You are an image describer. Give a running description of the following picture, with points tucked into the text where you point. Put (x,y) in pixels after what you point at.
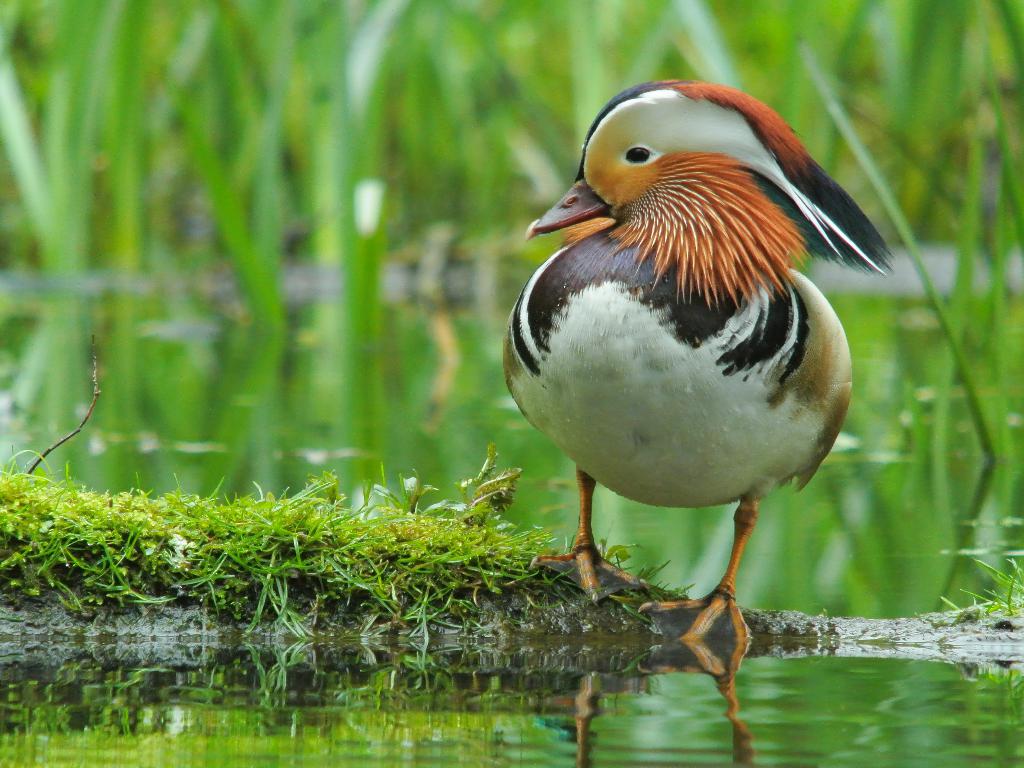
In this picture there is a bird (740,324) on the right side of the image (748,450), on the ground (340,567) and there is greenery (332,477) in the image, there is water (375,454) at the bottom side of the image (600,644).
